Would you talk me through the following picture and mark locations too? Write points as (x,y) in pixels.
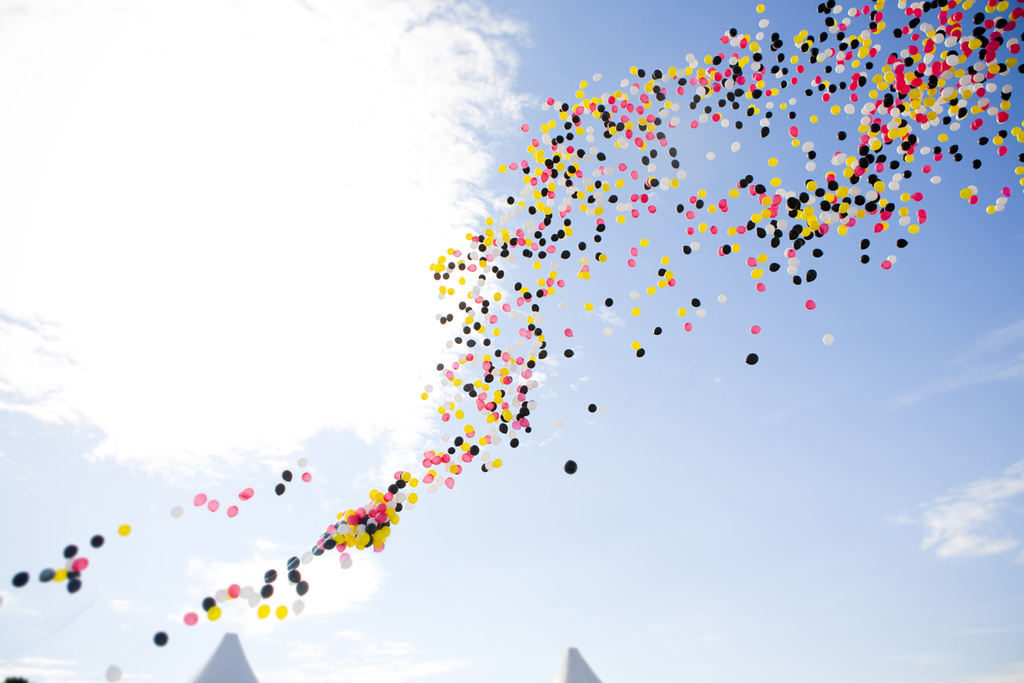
In this image I can see the balloons (822,202). In the background (460,112), I can see the clouds (356,75) in the sky (794,454).
